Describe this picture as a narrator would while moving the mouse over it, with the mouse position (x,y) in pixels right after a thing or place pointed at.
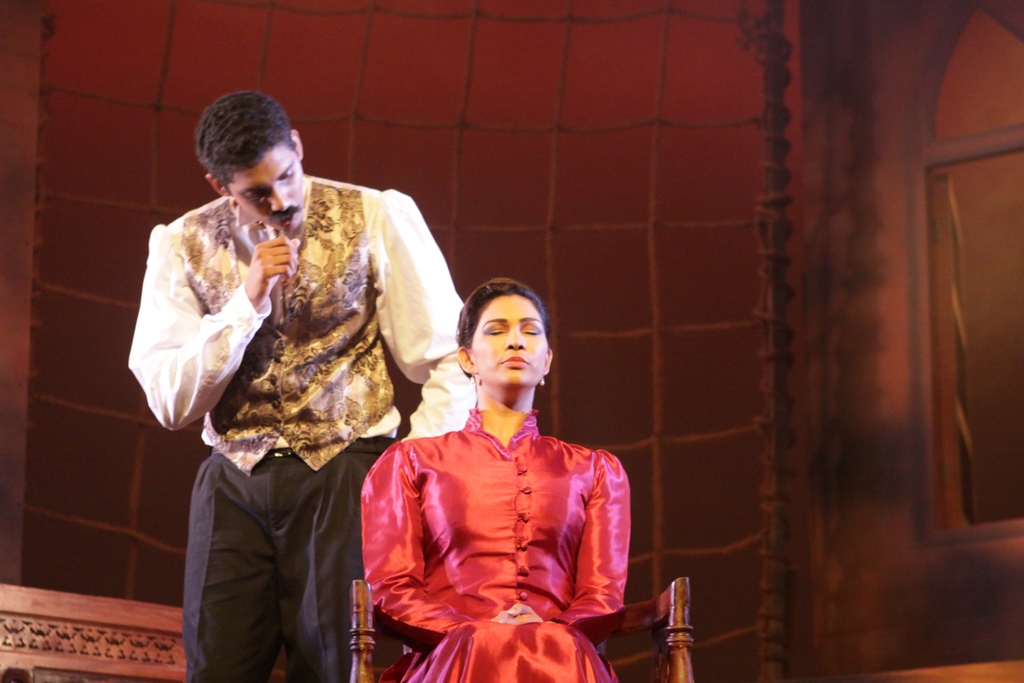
In this image I can see the person (286,642) is standing and the other person (554,569) is sitting on the chair (357,648). Background (781,212) is in brown color and I can see few objects (1019,134) around.
